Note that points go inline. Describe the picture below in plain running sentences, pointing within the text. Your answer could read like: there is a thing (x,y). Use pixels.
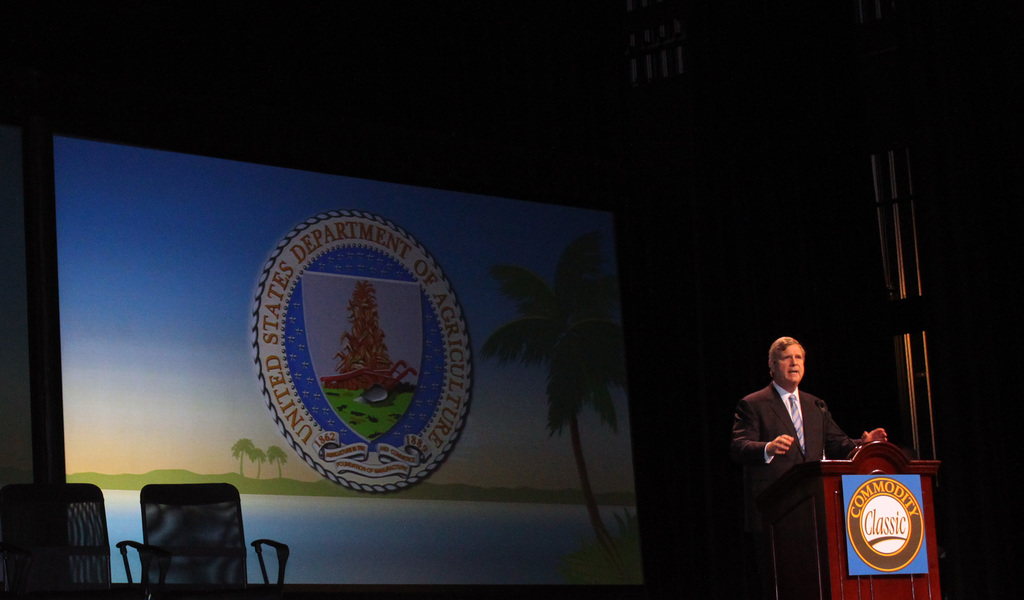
The man (770,404) in the white shirt (787,403) and black blazer (785,418) is standing in front of the podium (855,490). I think he is talking. In the left bottom of the picture (200,533), we see chairs (217,598). In the background (539,382), we see a board (301,505) or a projector screen (390,494). In the background (297,17), it is black in color. This picture might be clicked in the concert hall (510,76).
